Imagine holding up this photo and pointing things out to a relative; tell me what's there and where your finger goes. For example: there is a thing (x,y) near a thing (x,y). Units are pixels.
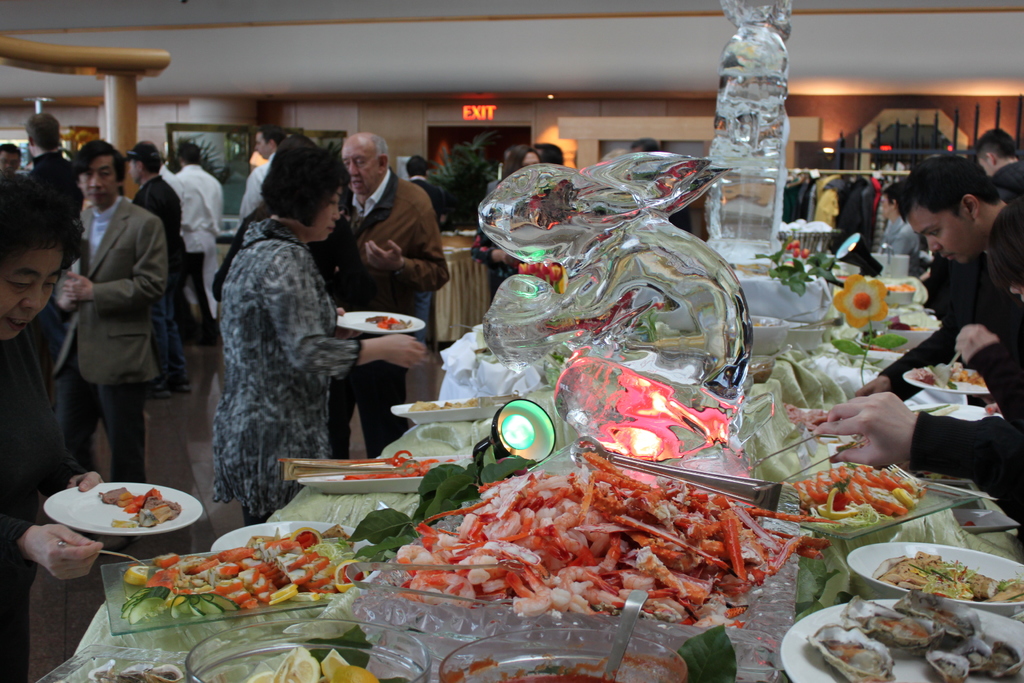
In the middle (671,265) it is a glass (597,271) in the shape of a rabbit, these are the food items (567,513). On the left side (273,423) few persons (332,335) are standing.
